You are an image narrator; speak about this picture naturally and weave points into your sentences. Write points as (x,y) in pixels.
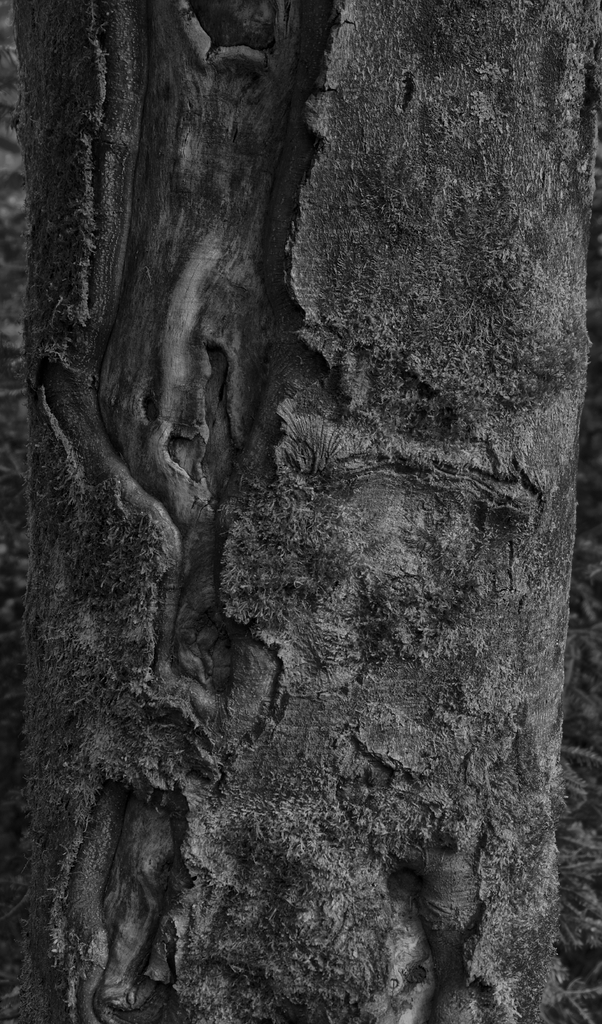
This image is a black and white image. In this image there is a bark (276,843) of a tree (297,369).
